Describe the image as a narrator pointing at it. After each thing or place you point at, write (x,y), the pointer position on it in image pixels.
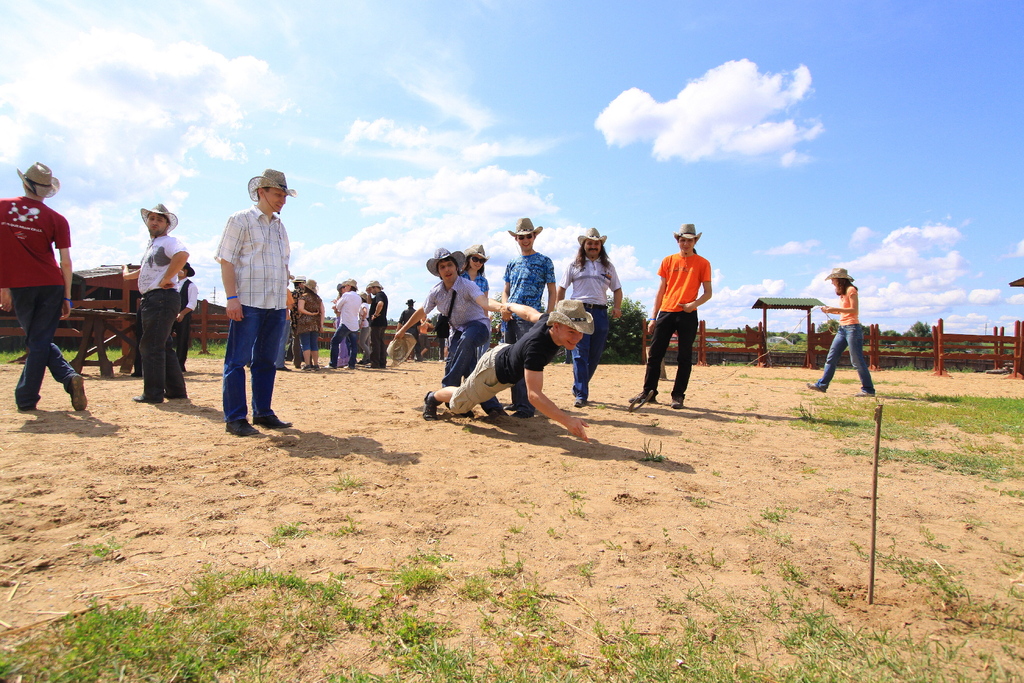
In this image I can see in the middle 2 persons (469,354) are playing the game, many people (156,304) are standing and observing this game, they wore hats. At the top (499,83) it is the sky (480,83).
